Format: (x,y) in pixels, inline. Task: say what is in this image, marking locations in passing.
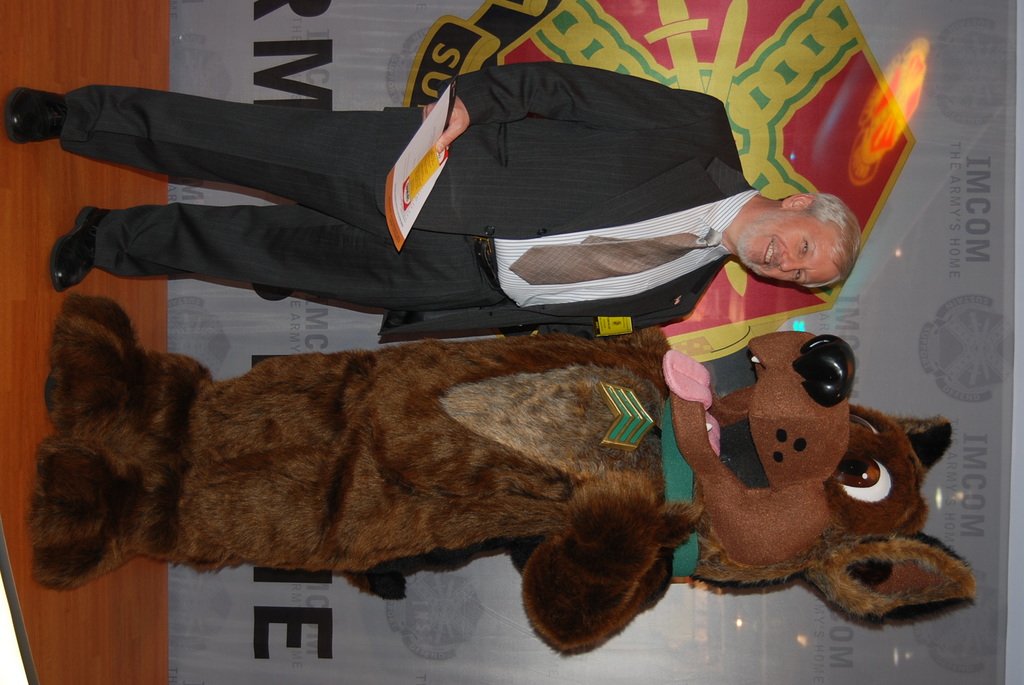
In this picture I can see a person (651,319) with a smile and standing. I can see a person (653,362) with costume (653,362). I can see the banner (679,348) in the background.
